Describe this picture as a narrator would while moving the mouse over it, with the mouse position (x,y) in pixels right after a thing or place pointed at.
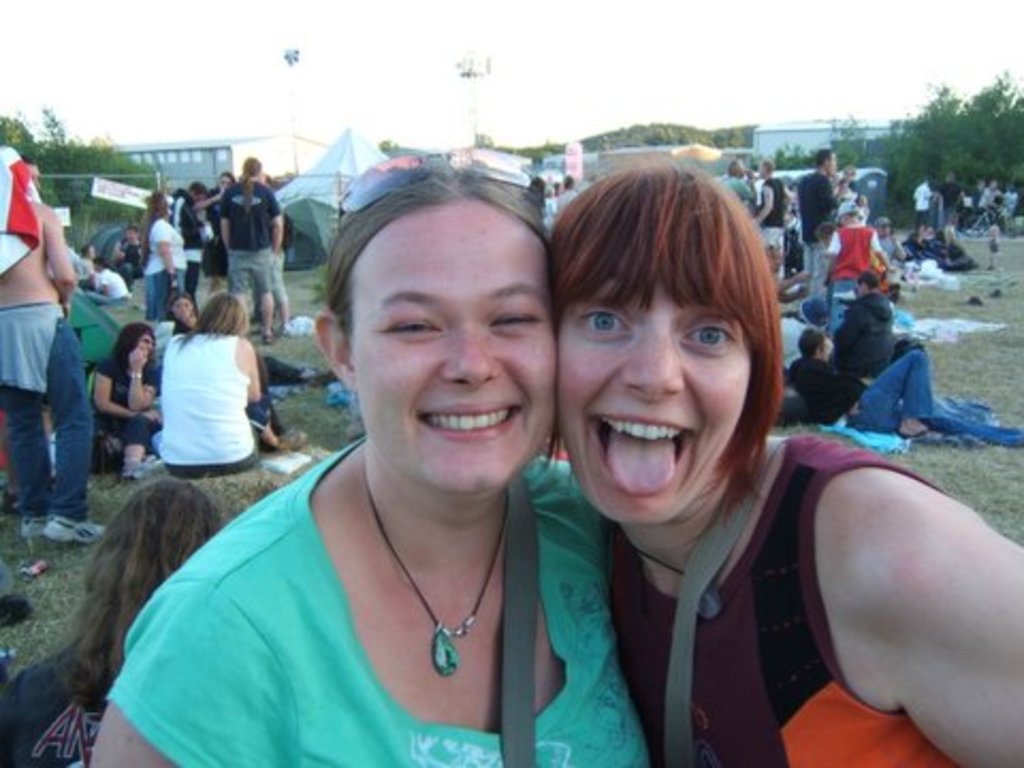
In the picture we can see two women (965,569) are standing together and smiling and one woman (952,680) is keeping her tongue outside and behind them we can see some people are sitting on the grass surface (1009,353) and some people (49,390) are standing and talking to each other and in the background (335,12) we can see some houses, poles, trees (949,150) and sky (602,69).
